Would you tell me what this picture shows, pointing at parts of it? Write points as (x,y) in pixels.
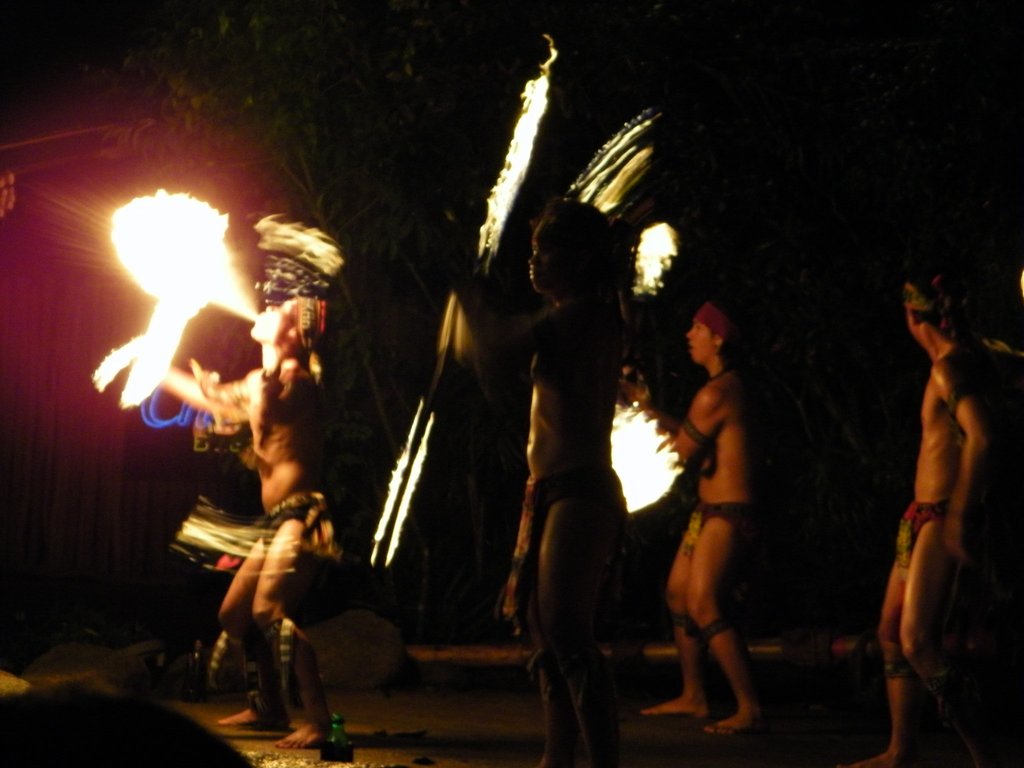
In this image there are group of persons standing and holding some fire objects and a person (196,544) holding a stick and blowing the fire (169,246), and at the background (230,199) there are trees (689,189).
